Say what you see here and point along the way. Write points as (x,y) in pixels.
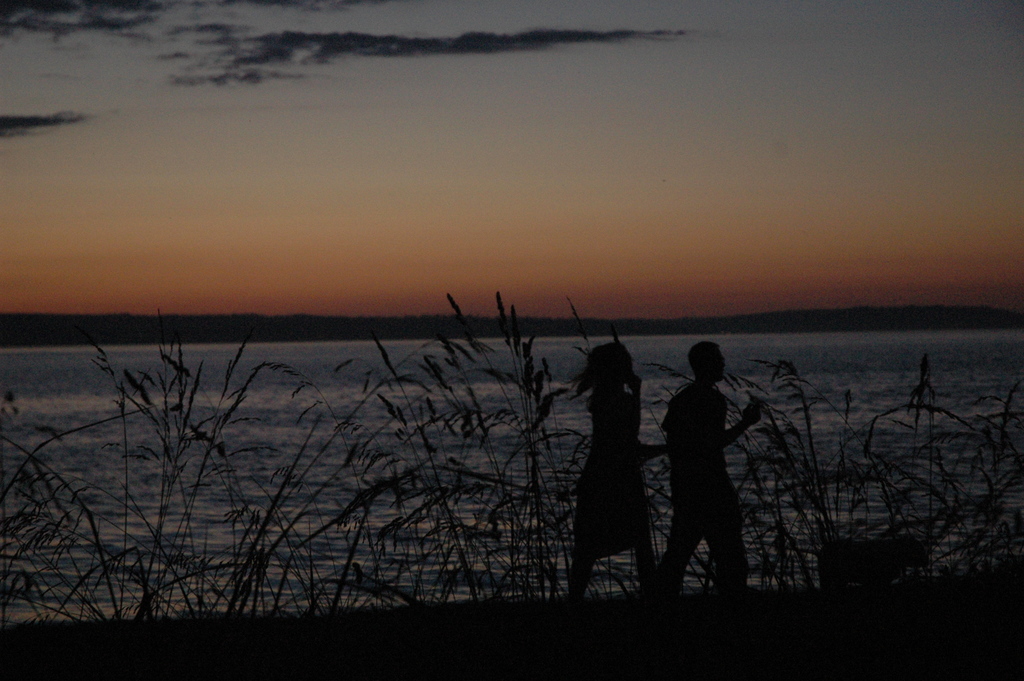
In this image there are some plants (442,554) in the bottom of this image (806,477) and there are two persons (684,494) standing on the right side of this image (708,426). There is a sea (762,477) in middle of this image (362,371) and there is a sky (365,178) on the top of this image (496,142).
